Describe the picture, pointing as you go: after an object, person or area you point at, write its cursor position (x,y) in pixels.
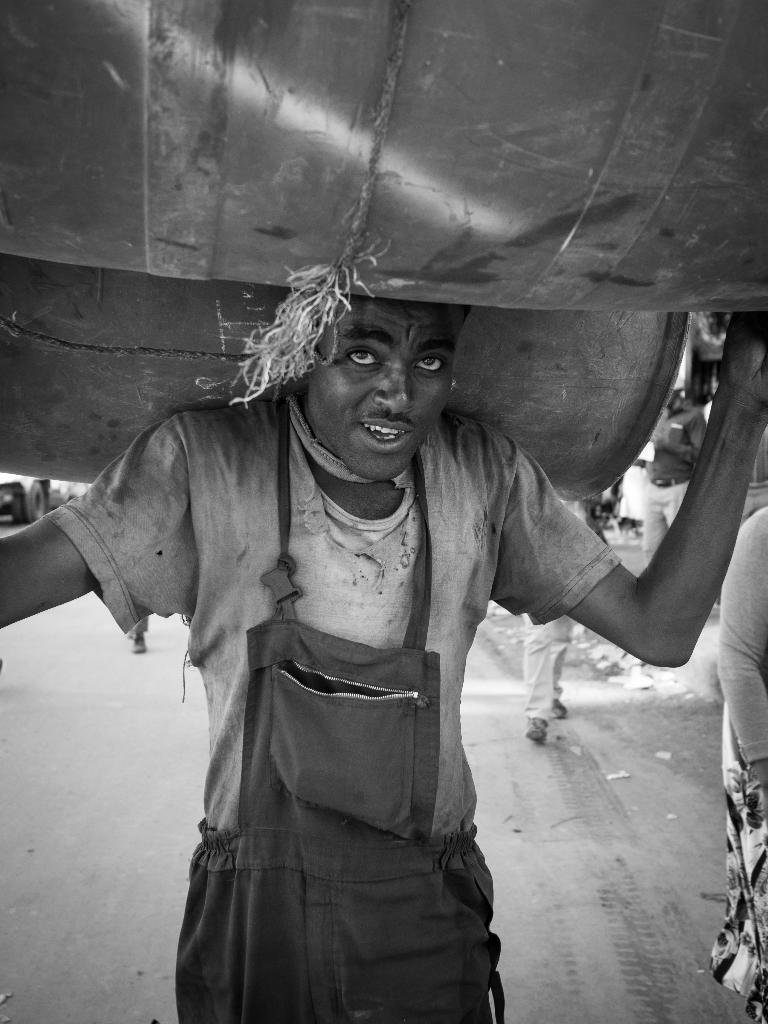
This is a black and white image. In this image we can see a person (377,382) carrying some objects (266,161) on his head (356,404). At the bottom of the image (82,864) there is road (691,699).
